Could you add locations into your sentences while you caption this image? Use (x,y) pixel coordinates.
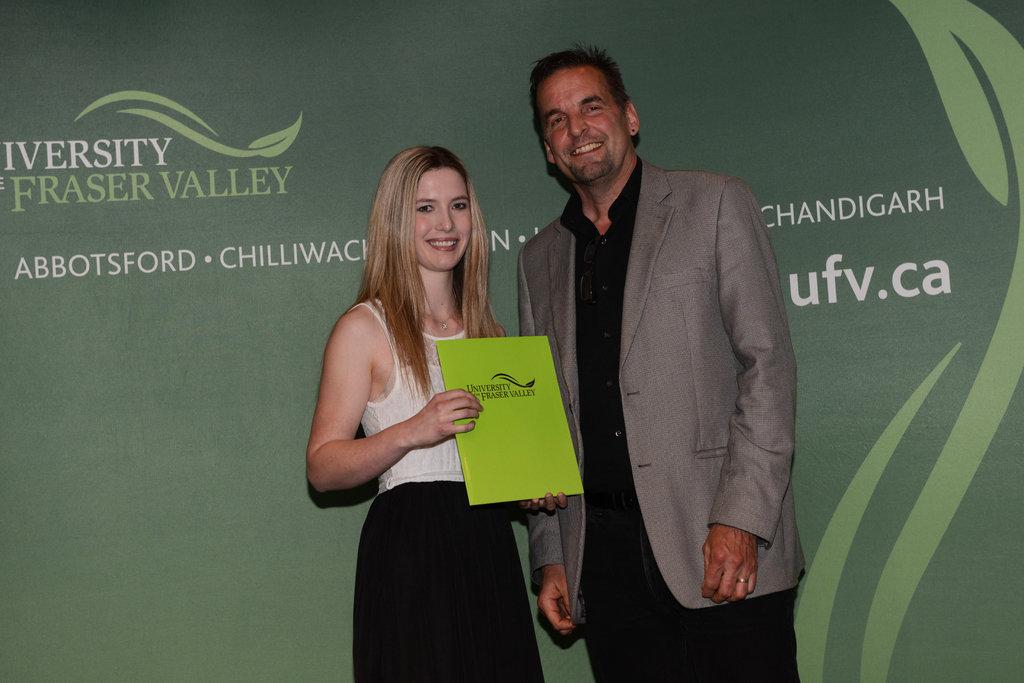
In this image we can see a man (575,504) and a woman (553,497) standing. In that the woman (553,497) is holding a card (485,451) which has some text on it. On the backside (540,179) we can see a banner (279,201) with some text (224,172) on it.
